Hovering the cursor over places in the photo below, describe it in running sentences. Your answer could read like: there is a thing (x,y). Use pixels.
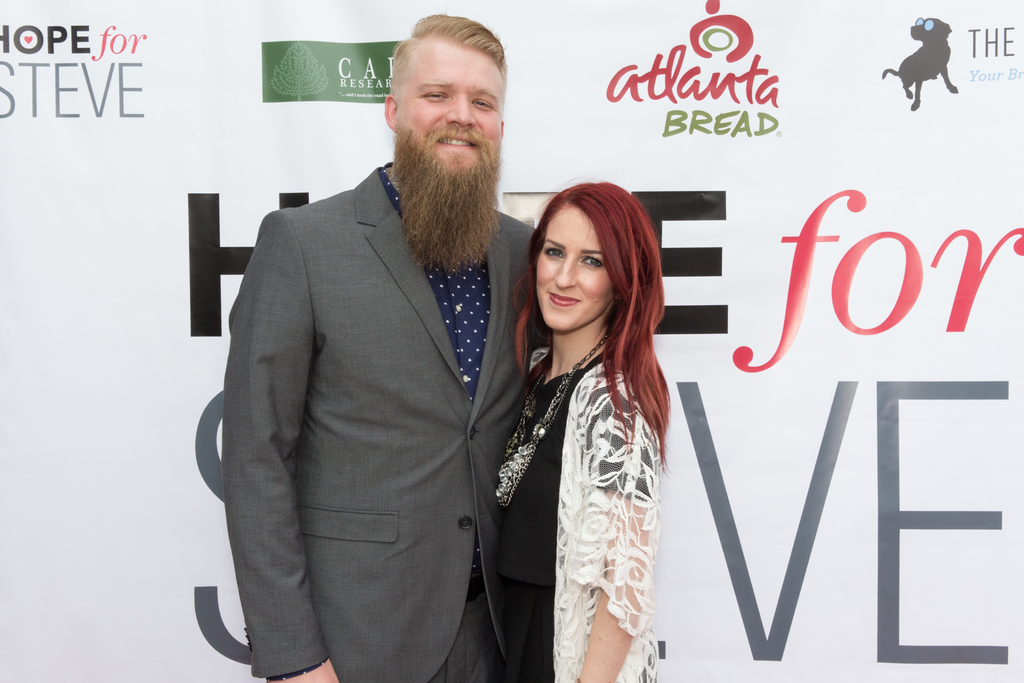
In this picture I can see there is a man (431,208) and a woman (593,617) standing and they are smiling. The man (422,502) is wearing a blazer (423,304) and he has mustache (444,130) and beard (433,193). The woman (548,333) is wearing a black dress (511,646) and a white shirt (609,547) and in the backdrop (33,24) there is a white banner (57,321).
